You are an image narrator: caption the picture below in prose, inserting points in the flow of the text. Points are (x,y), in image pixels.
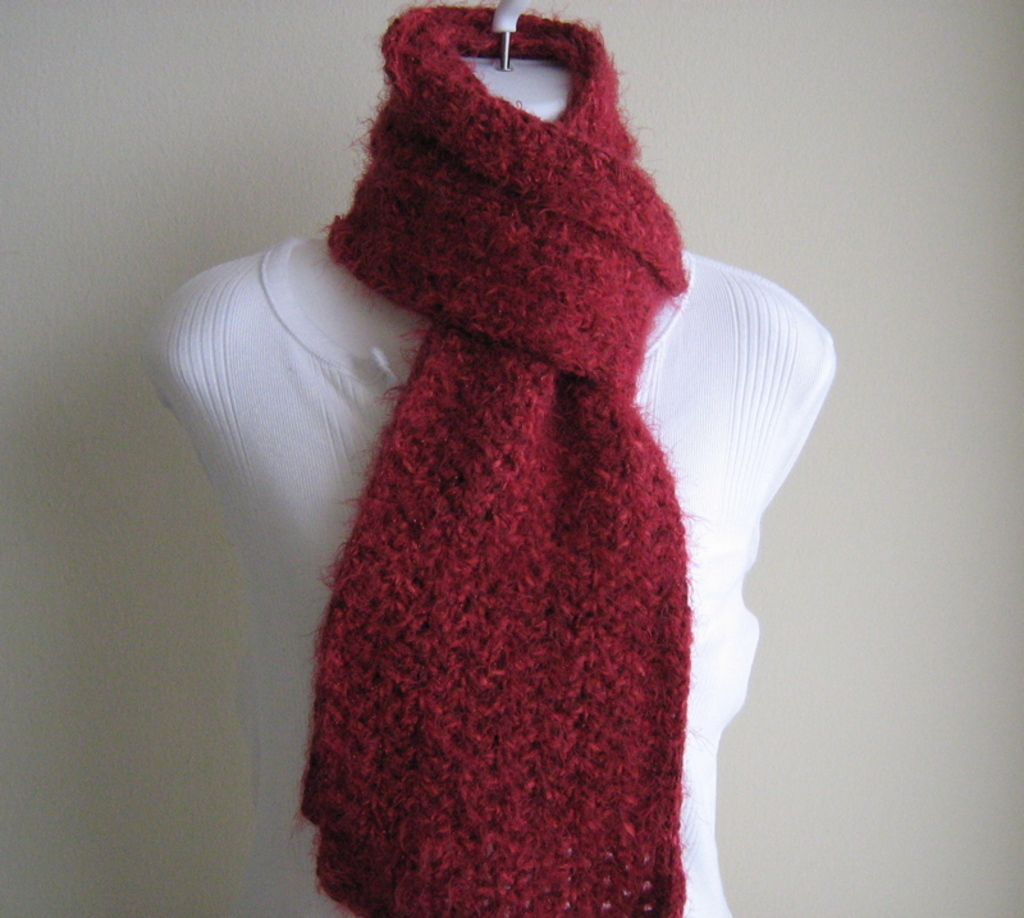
In this image we can see a mannequin (508,415) with a cloth (306,432) and scarf (456,300). In the background (53,240) there is a wall (838,439).
